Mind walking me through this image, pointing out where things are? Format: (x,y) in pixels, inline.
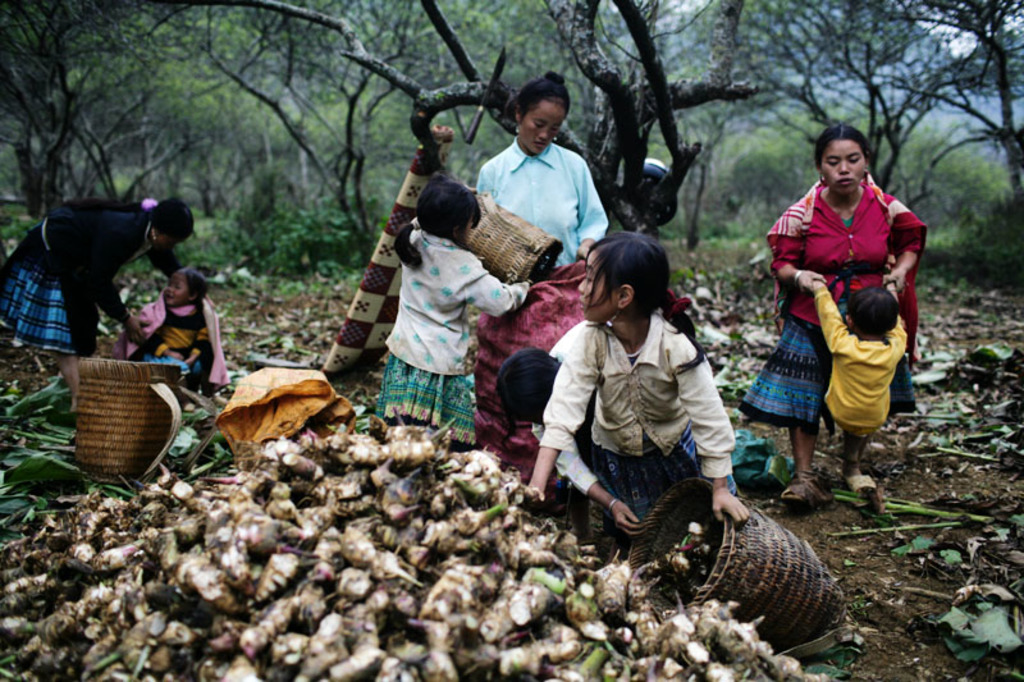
In this picture I can see group of people (562,207), there are baskets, those are looking like sweet potatoes (395,515), and in the background (268,79) there are trees (368,137).
